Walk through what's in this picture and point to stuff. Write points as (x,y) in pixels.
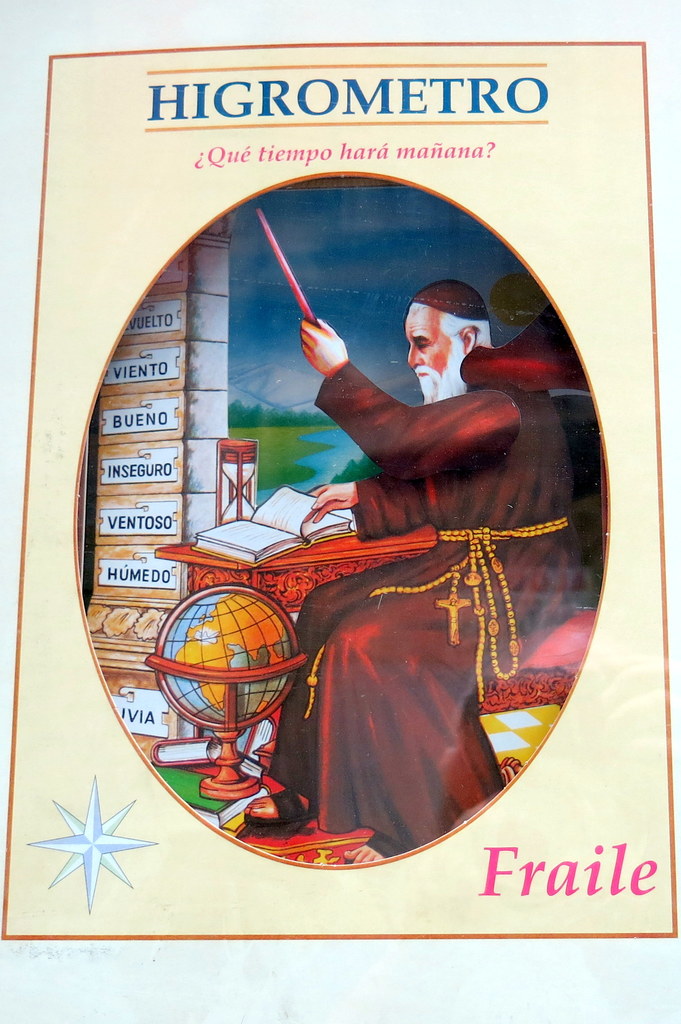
Here, we can see a picture (18,890), on that picture (18,915) at the top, HIGROMETRO is there, there is an old man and at the bottom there FRAILE printed.
